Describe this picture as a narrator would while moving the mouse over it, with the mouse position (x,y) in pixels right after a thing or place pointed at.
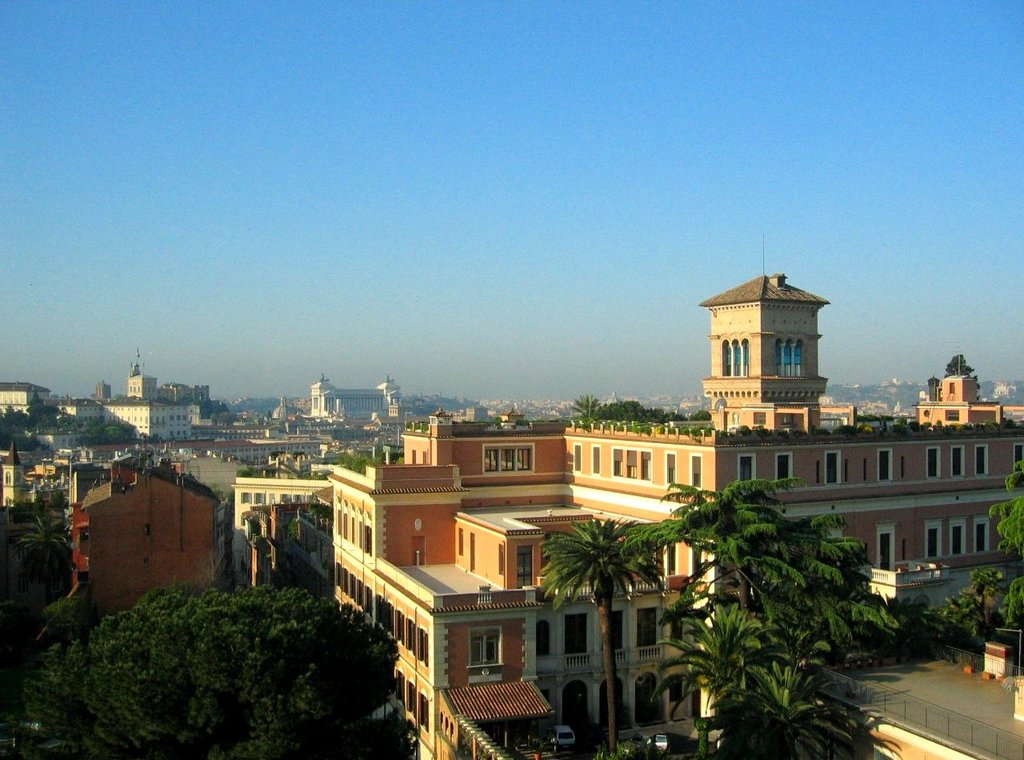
This is a top view of an image where we can see many buildings (951,407), trees (747,720) and the blue color sky (613,178) in the background (564,238).
